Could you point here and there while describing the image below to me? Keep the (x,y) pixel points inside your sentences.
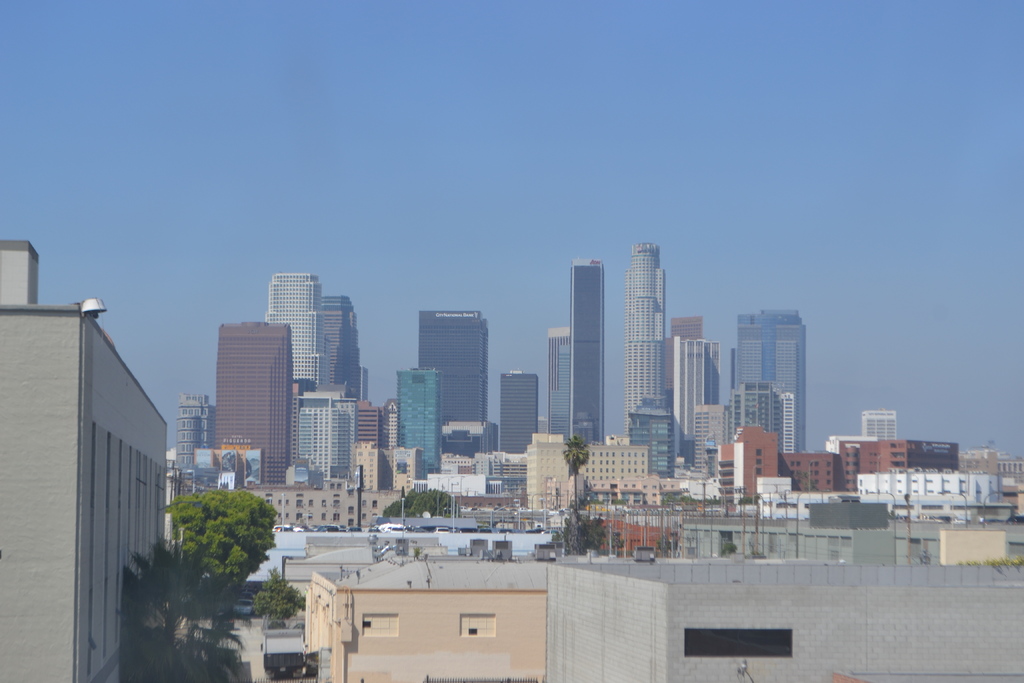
In this image we can see many buildings (582,415) and also some trees (588,517). We can also see the vehicles (372,527), poles (404,510). Sky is also visible.
